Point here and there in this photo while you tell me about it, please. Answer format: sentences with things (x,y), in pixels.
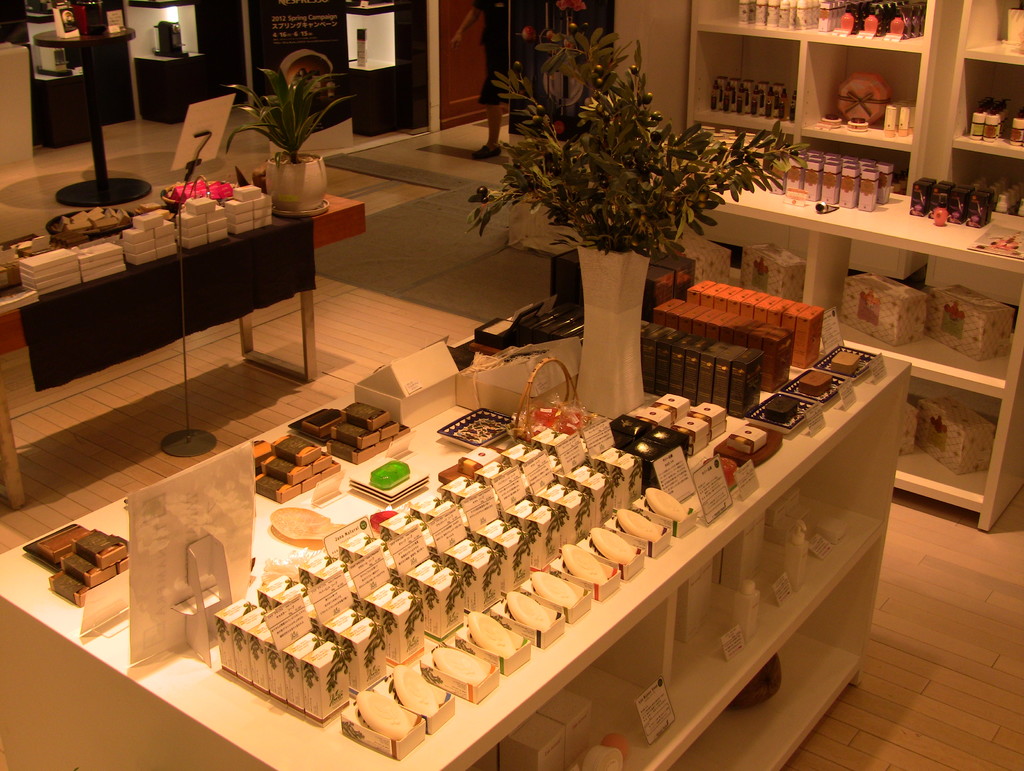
In this image I can see the table (453,727). On the table (338,739) I can see the board (176,610), flower vase (616,318) and many boxes (311,672). To the left (93,344) I can see one more table (85,313) with objects (134,249) and the flower pot (284,192) on it. To the right (859,293) there is a rack (911,344) with many objects (780,271). In the background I can see the person (483,104) with the black color dress (483,104) and the boards (319,54).
